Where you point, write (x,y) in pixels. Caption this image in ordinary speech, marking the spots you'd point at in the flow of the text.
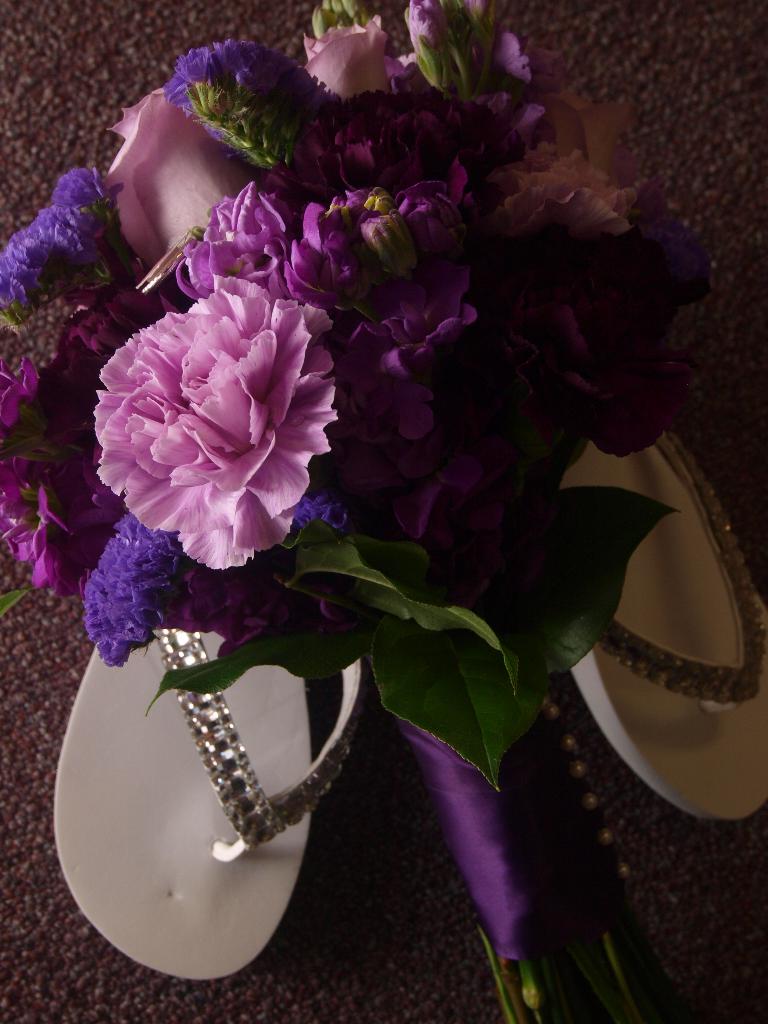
Here we can see a bouquet (483,462) and footwear (605,681).
